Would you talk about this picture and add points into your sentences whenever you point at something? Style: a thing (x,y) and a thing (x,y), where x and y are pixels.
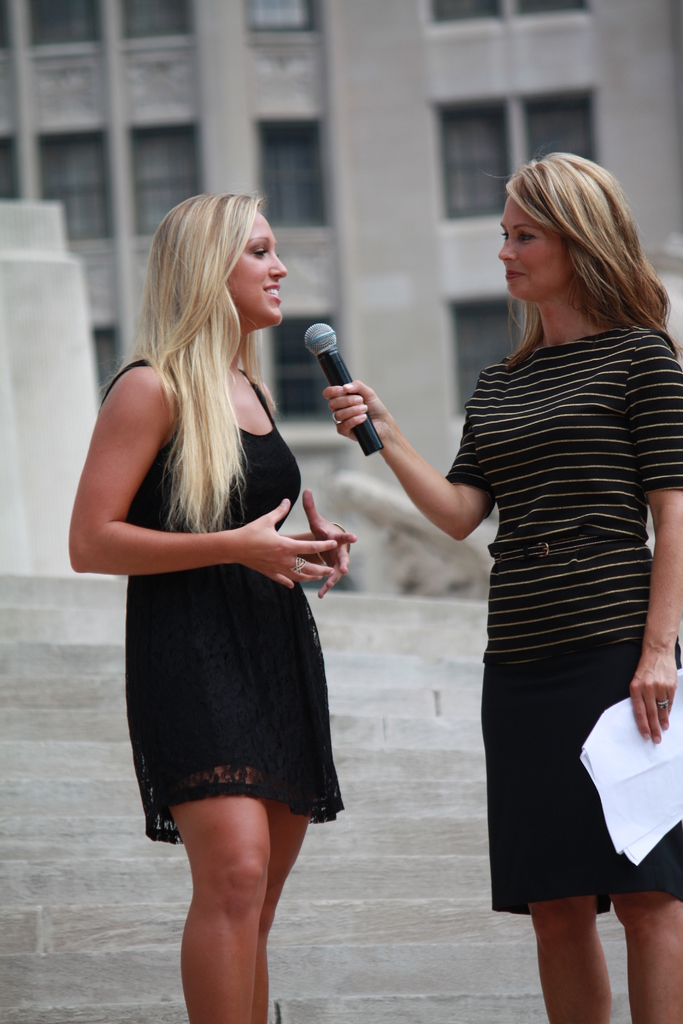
In this i can see there are the two persons (573,475) in the staircase (31,857), back side of him there is a building (229,177) visible, on the building (86,59) i can see there are some windows (150,146), right side (659,423) i can see a woman (602,398) wearing a black color skirt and she holding a papers (611,721) on her hand (661,718), she also holding a mike (358,431) on another hand (381,407) kept in front of the another woman (257,417). And left side (193,632) woman (191,641) wearing a black color dress (159,628) she is smiling.
